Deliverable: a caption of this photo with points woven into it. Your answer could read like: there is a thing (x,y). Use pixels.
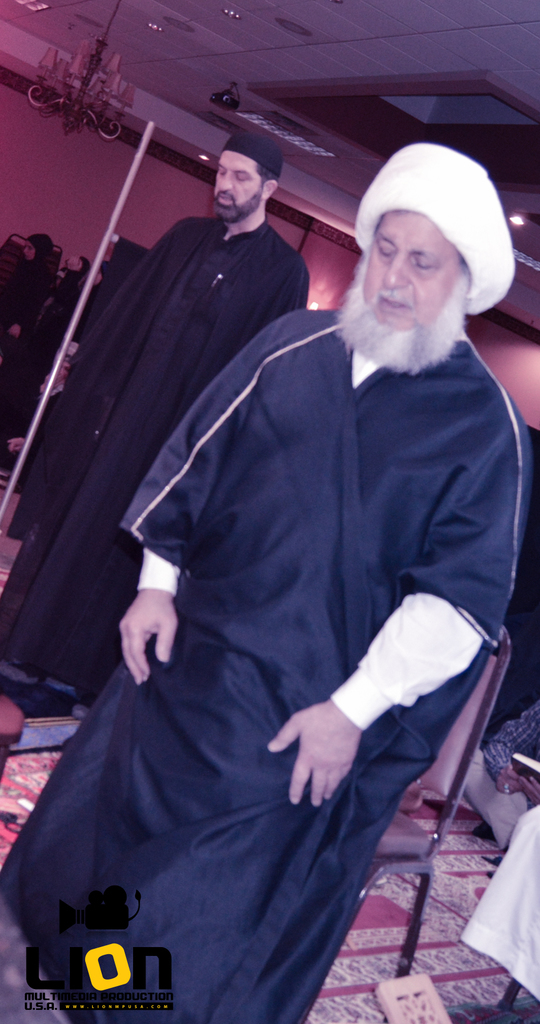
In this image we can see people (210,450). At the bottom (375,972) there is a carpet (340,950). On the left (111,139) we can see a chandelier (87,126) and there are lights (252,119). In the background (203,192) there is a wall (340,272).
